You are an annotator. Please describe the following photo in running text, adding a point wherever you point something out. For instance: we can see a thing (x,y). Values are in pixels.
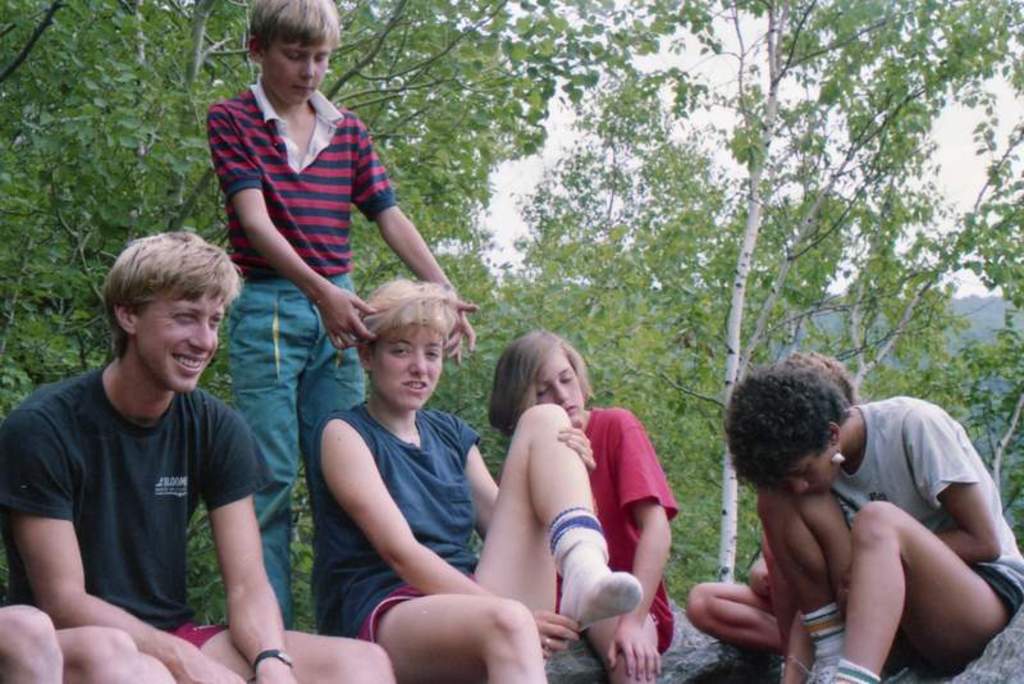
In the picture I can see people (499,613) among them one boy (273,123) is standing and others are sitting on the ground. In the background (521,215) I can see the sky (702,134) and trees (669,317).
